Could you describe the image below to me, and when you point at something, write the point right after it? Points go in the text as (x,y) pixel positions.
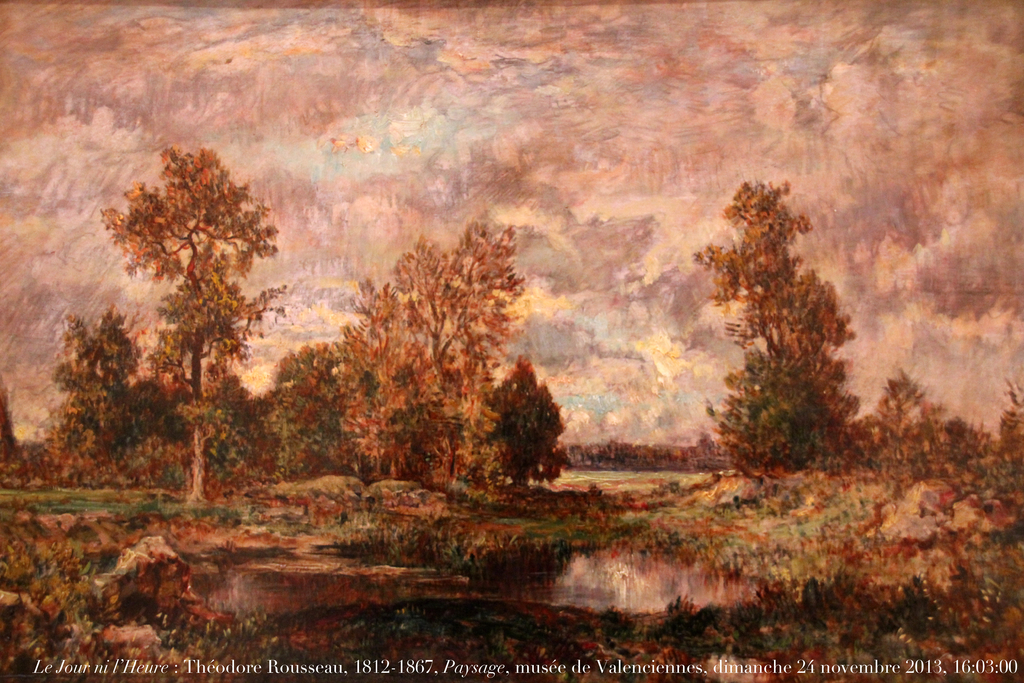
In this image we can see a poster (422,463). On this poster (519,588) we can see ground (863,518), trees (519,432), and sky (186,131) with clouds (910,119). At the bottom of the image (228,666) we can see something is written on it.
